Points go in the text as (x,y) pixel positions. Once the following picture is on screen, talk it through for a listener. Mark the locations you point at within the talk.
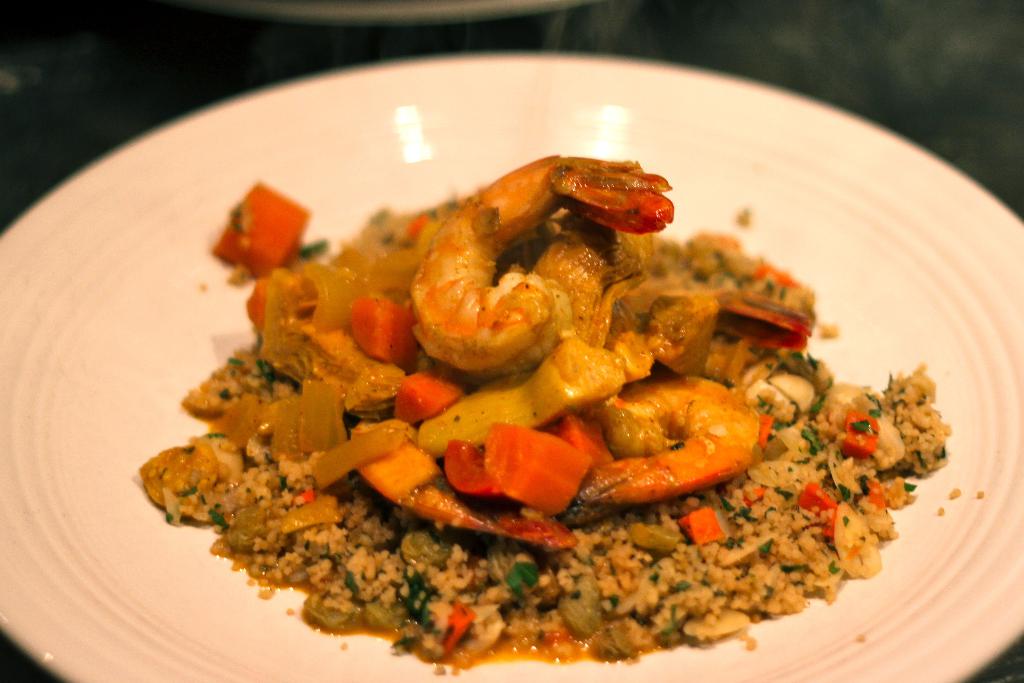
The picture consists of a plate (964,390) served with food (465,338). At the top (299,72) it is blurred.
